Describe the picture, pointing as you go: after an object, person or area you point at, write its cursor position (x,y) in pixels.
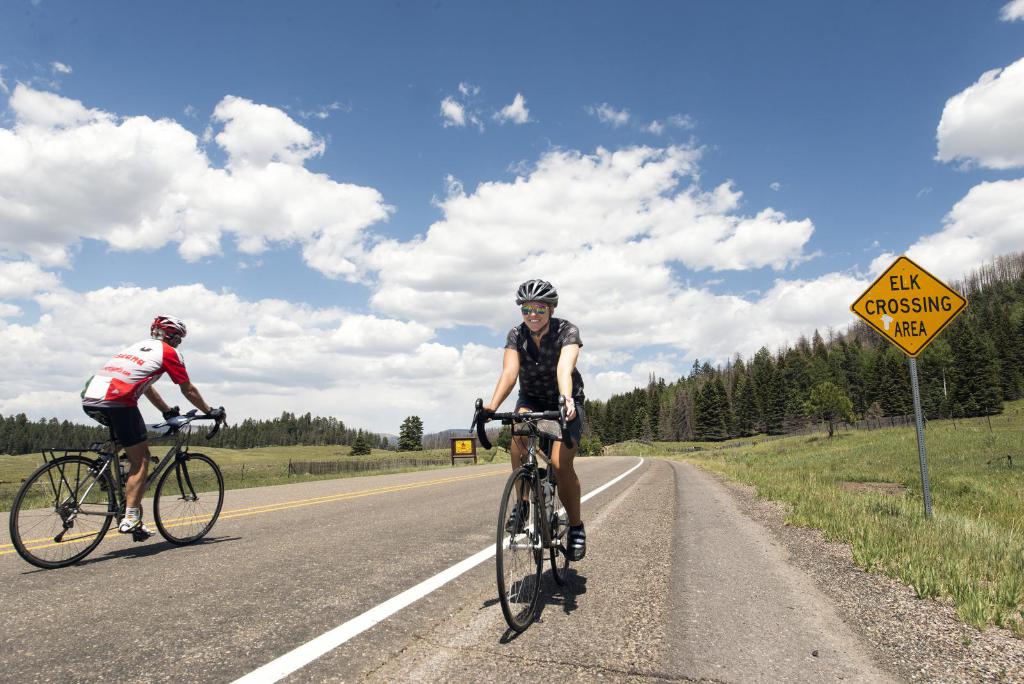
As we can see in the image there are two people (500,399) wearing helmets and riding bicycles (541,570). There is grass (860,507), sign board (921,399), trees (655,398), sky (294,412) and clouds (505,204).
